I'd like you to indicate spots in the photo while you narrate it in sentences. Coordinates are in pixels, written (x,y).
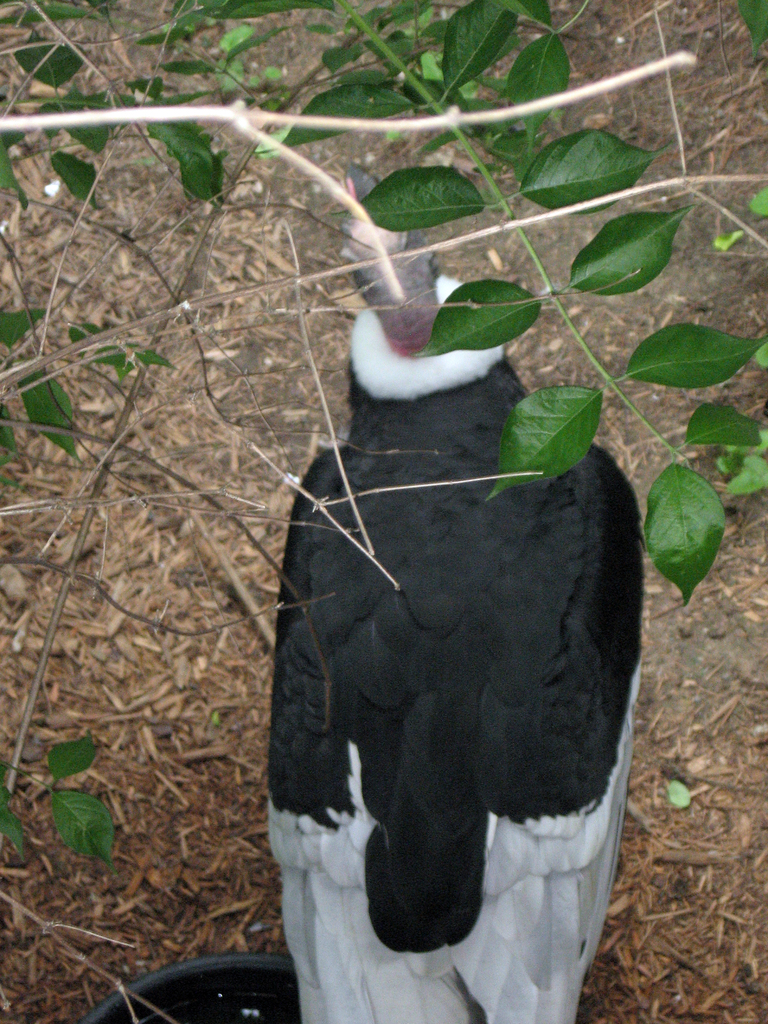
In the center of the image (301,659) there is a bird (355,733). At the bottom of the image (696,687) there is ground (165,804). There are plants (411,181) with leaves (481,204).
